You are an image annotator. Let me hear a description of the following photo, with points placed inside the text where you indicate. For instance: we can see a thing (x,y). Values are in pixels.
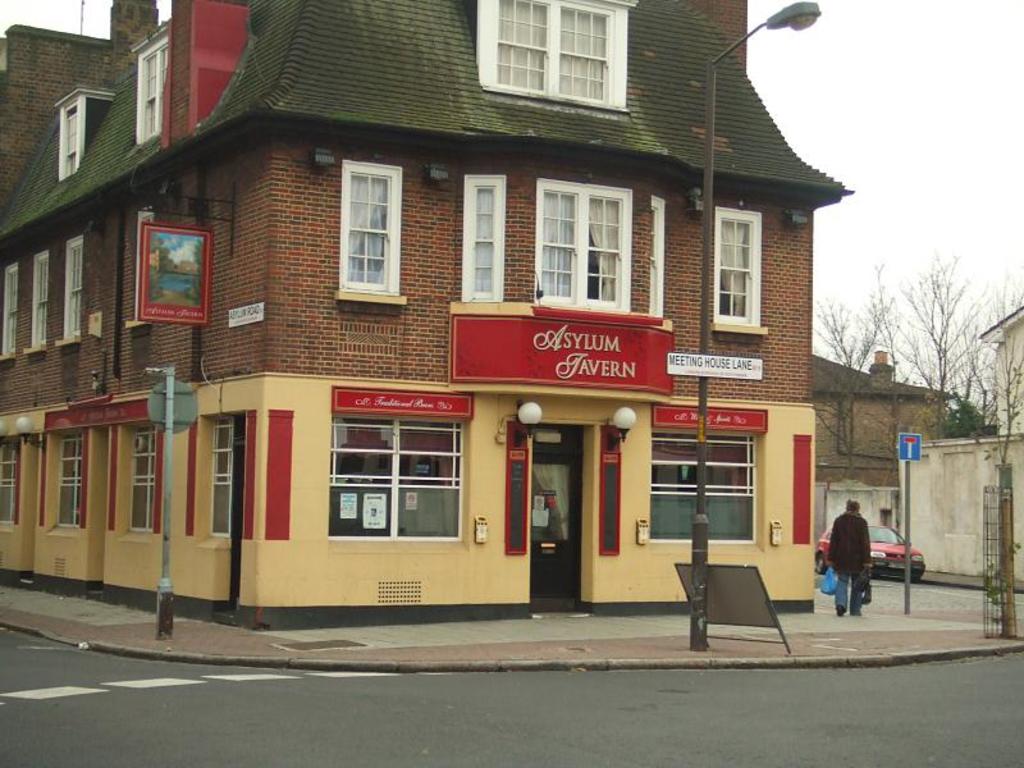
The picture is clicked on the road (693,718) where we observe a brown building (570,304) in the background (563,319) and there is a poster (552,331) on which Asylum Tavern is written.
